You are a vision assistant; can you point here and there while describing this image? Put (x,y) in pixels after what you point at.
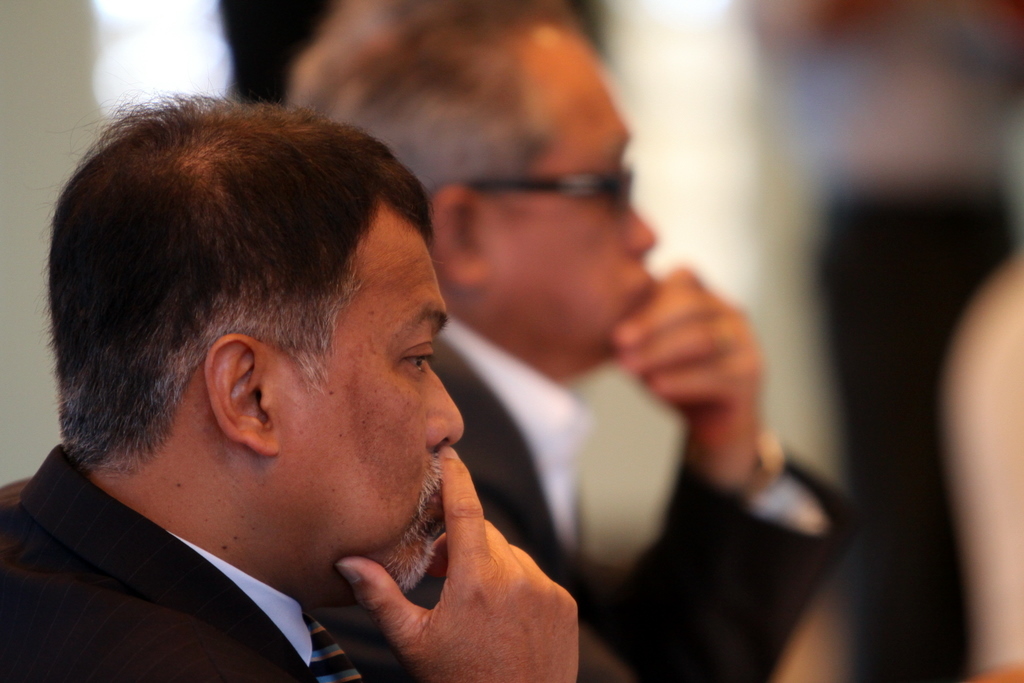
In this image we can see two persons (523,389) are there. In the background (47,42) the image is blur.
